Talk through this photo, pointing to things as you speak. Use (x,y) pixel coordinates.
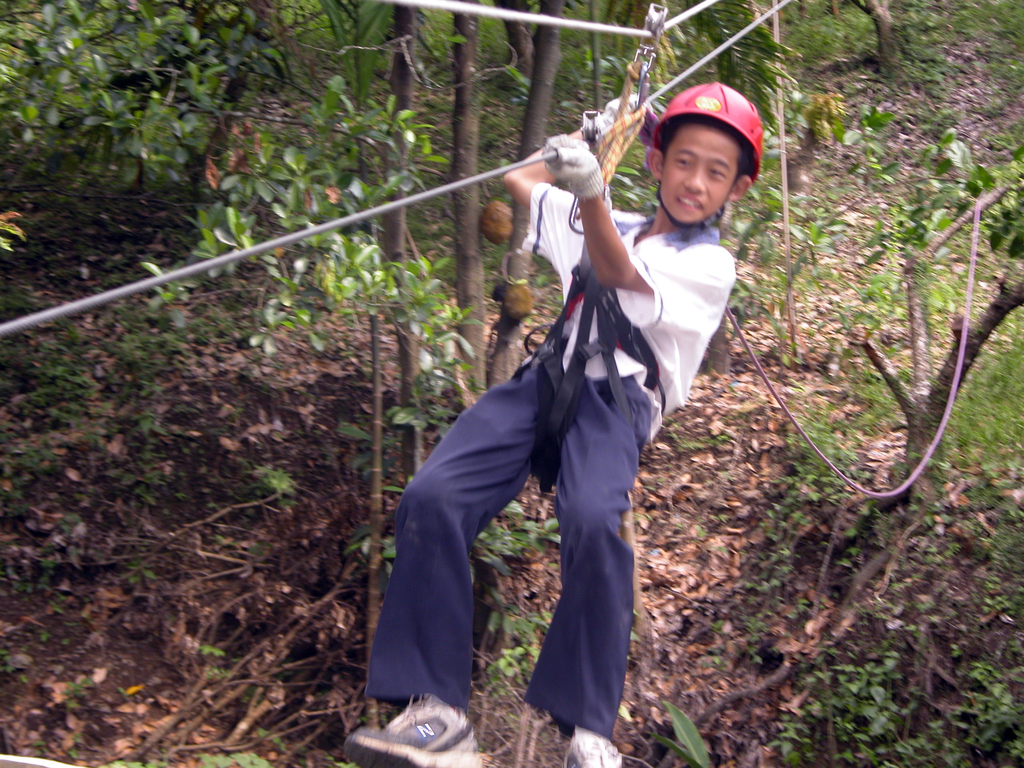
In this image I can see a person (610,669) and the person (679,331) is holding a rope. The person (679,344) is wearing white shirt (675,399), blue pant (619,440), background (952,222) I can see trees (377,241) in green color.
